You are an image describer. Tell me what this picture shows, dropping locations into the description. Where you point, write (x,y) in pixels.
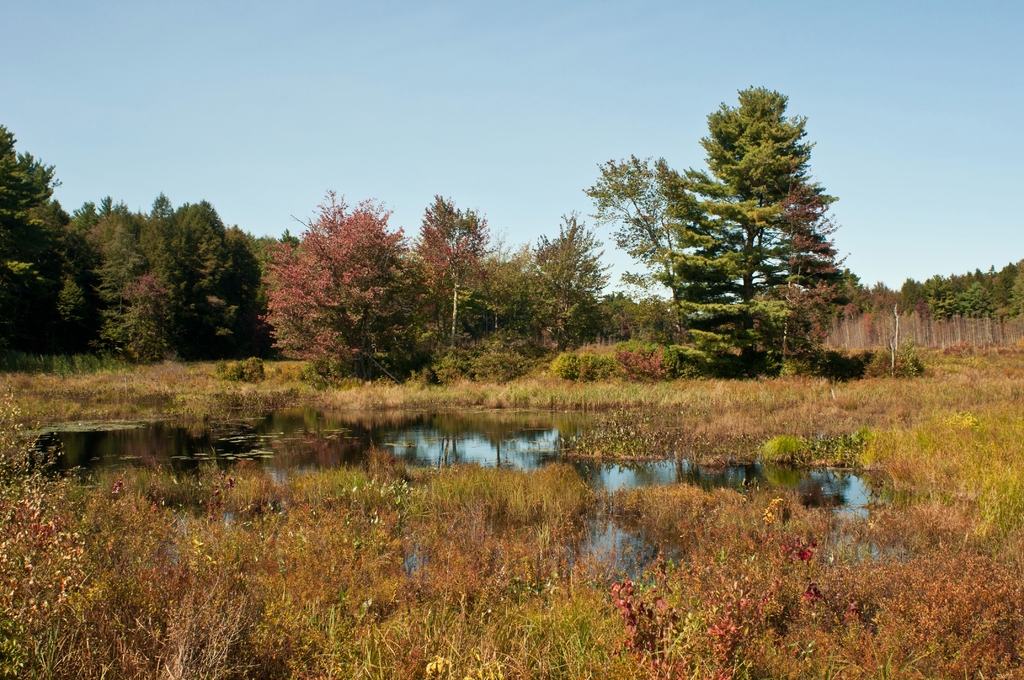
This image is clicked outside. There is grass (511,573) at the bottom (532,627). There is water (488,455) in the middle (345,424). There are trees (776,316) in the middle (674,320). There is sky (625,129) at the top (377,93).
